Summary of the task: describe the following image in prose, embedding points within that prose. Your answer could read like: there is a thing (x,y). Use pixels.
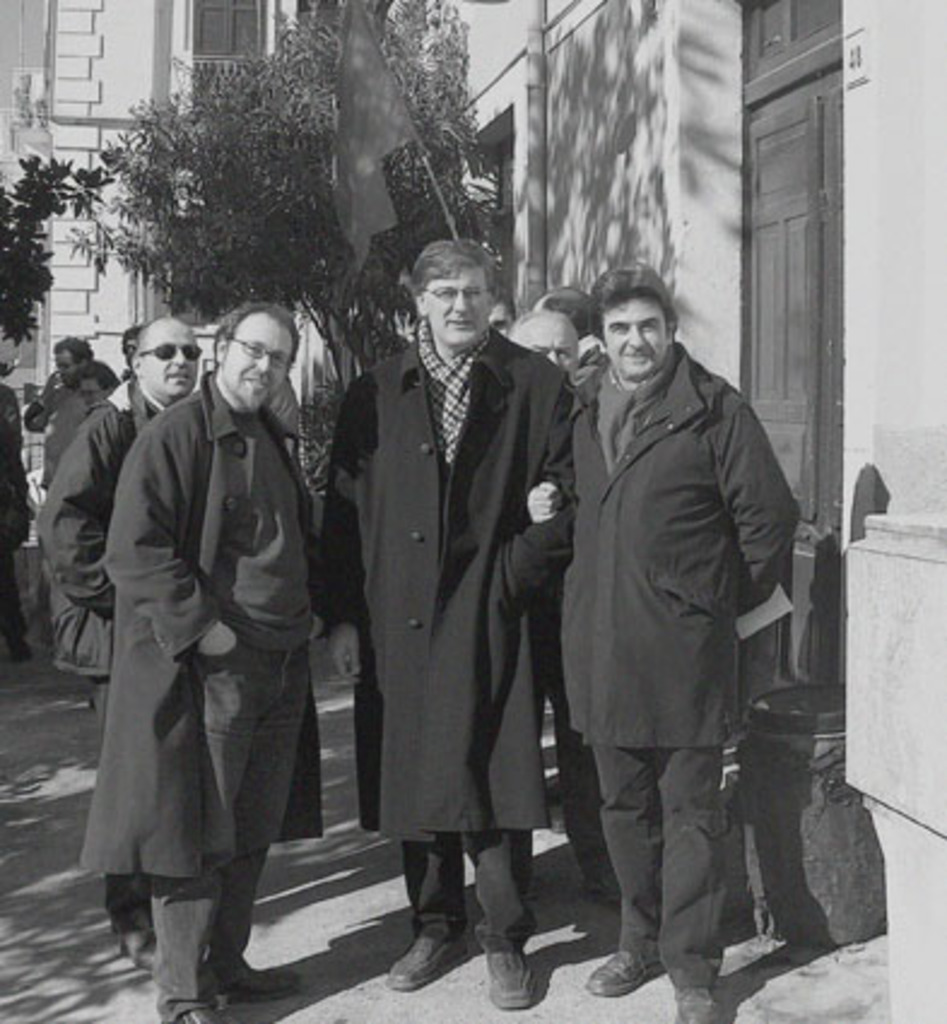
In this image we can see some group of persons (356,496) wearing black color dress (348,458) standing on ground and in the background of the image (284,205) there are some trees (450,173), houses (53,226).
